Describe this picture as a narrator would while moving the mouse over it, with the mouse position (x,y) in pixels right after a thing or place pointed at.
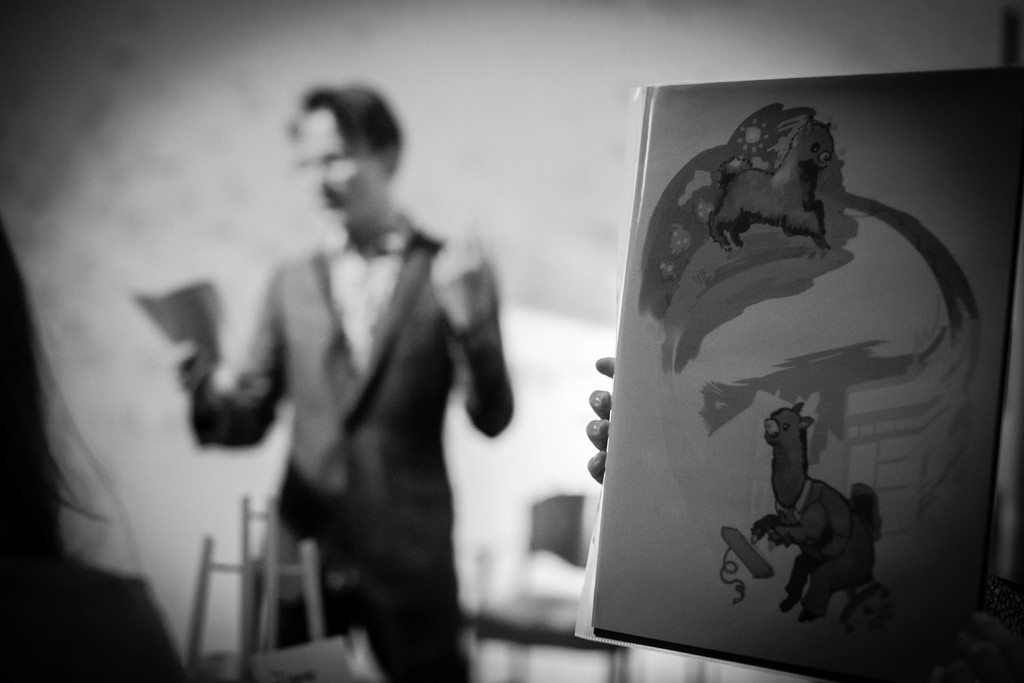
In this image I can see the black and white picture in which I can see a human hand (592,479) holding an object (623,340) on which I can see the painting (834,491) of an animal (783,426). I can see the blurry background (381,111) in which I can see a person (329,178) standing and holding an object (161,328).
